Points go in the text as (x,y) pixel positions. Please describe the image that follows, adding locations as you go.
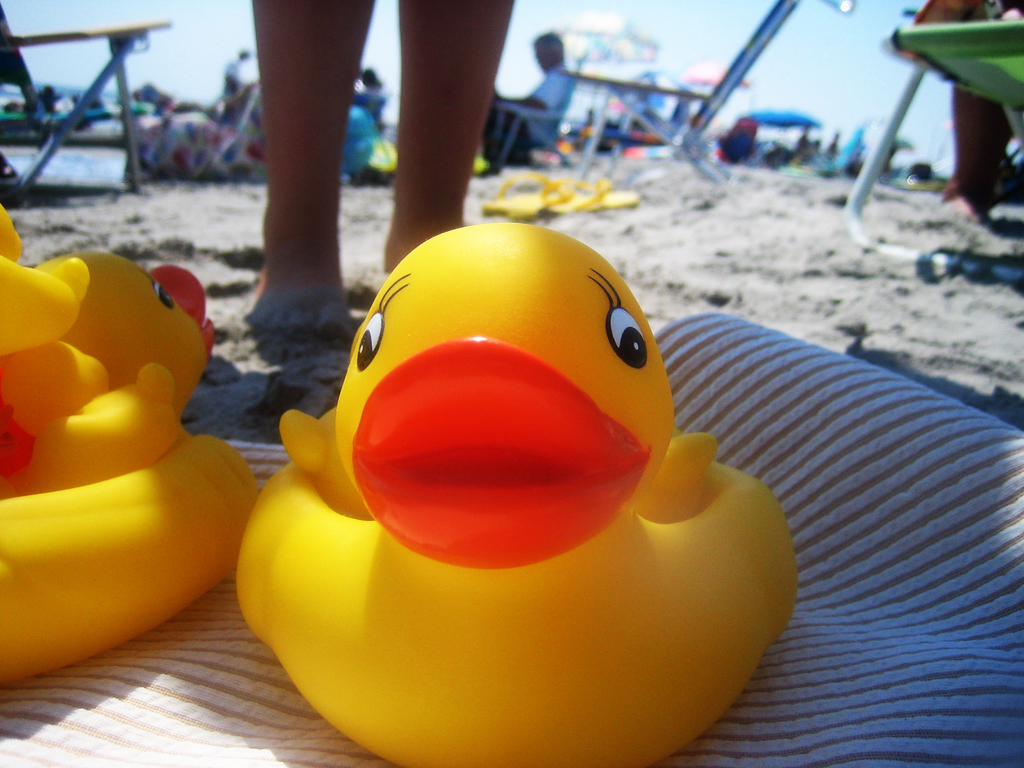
At the bottom of the picture (462,570), we see rubber ducks (311,547) in yellow color. Behind that, we see the person (323,161) standing. Beside the person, we see sand (772,244) and yellow color slippers (507,207). We see tables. In the background (511,115), we see people (571,96) sitting on the chairs (765,47). We even see umbrella tents (795,120). This picture is clicked at the beach (221,305).
